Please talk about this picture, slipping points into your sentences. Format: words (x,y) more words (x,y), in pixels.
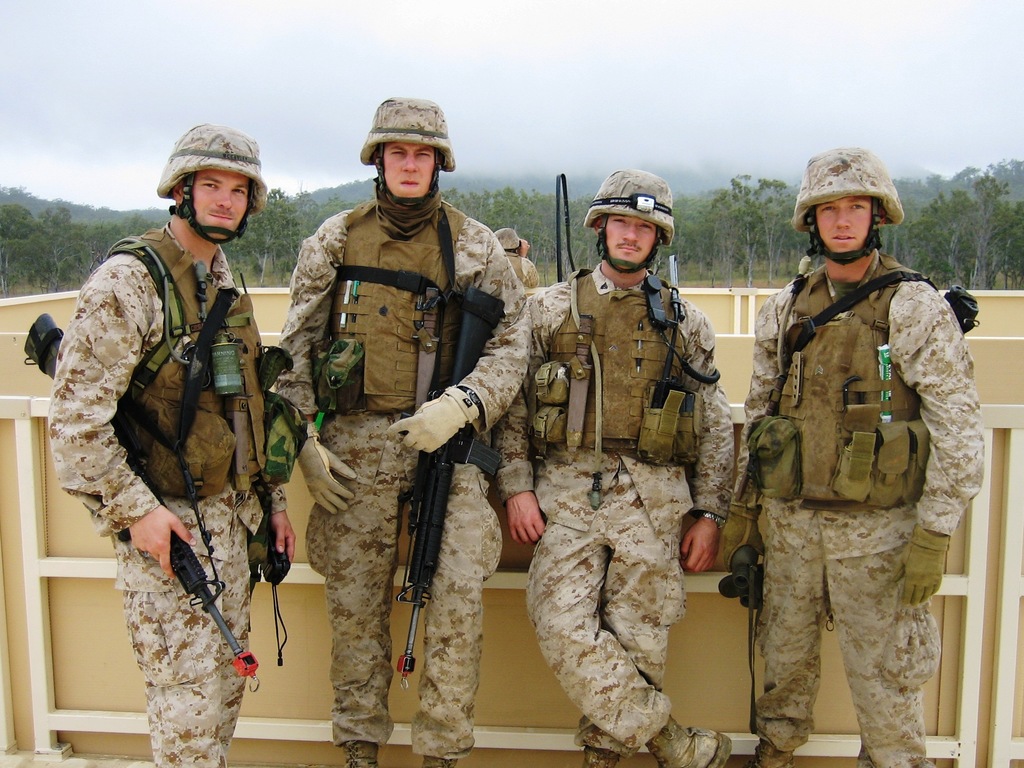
In this image, we can see people (505,311) standing and wearing uniforms (155,295) and helmets (244,229) and bags (350,353) and are holding guns (468,385). In the background (976,339), there is wood (995,340) and we can see some trees (537,206). At the top (519,49), there is sky (513,67).
